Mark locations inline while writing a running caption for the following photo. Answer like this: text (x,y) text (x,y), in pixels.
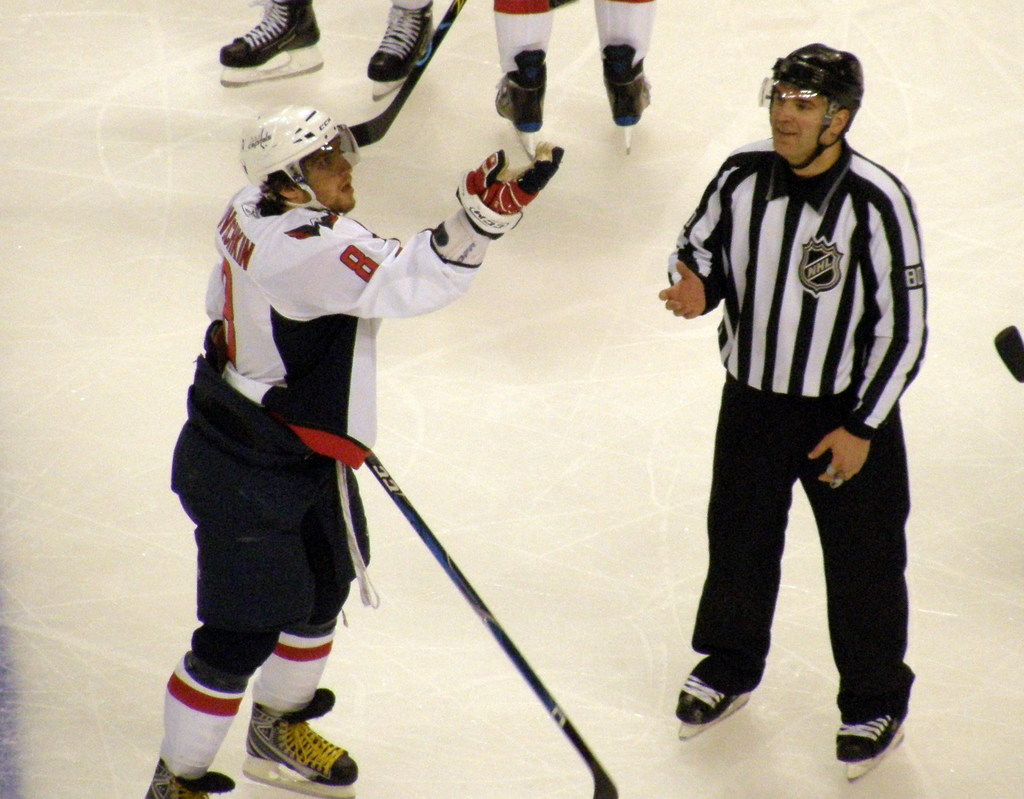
There are two men (218,659) skating on the ground (537,355) and behind these two men (721,473), the legs (400,77) of other two people (520,61) are visible.
